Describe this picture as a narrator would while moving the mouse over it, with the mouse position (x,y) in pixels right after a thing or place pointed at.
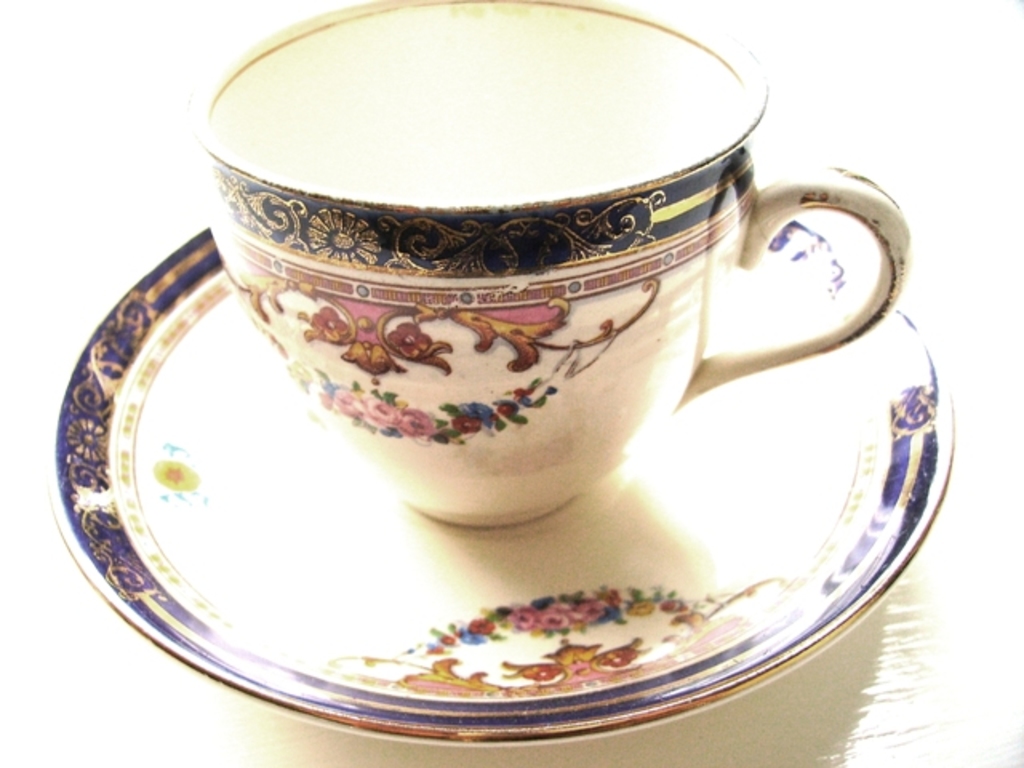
Here in this picture we can see a cup (502,255) placed on a saucer (196,343) present over there and we can see some design (415,360) in the cup (435,365) and the saucer (416,671) also present over there.
